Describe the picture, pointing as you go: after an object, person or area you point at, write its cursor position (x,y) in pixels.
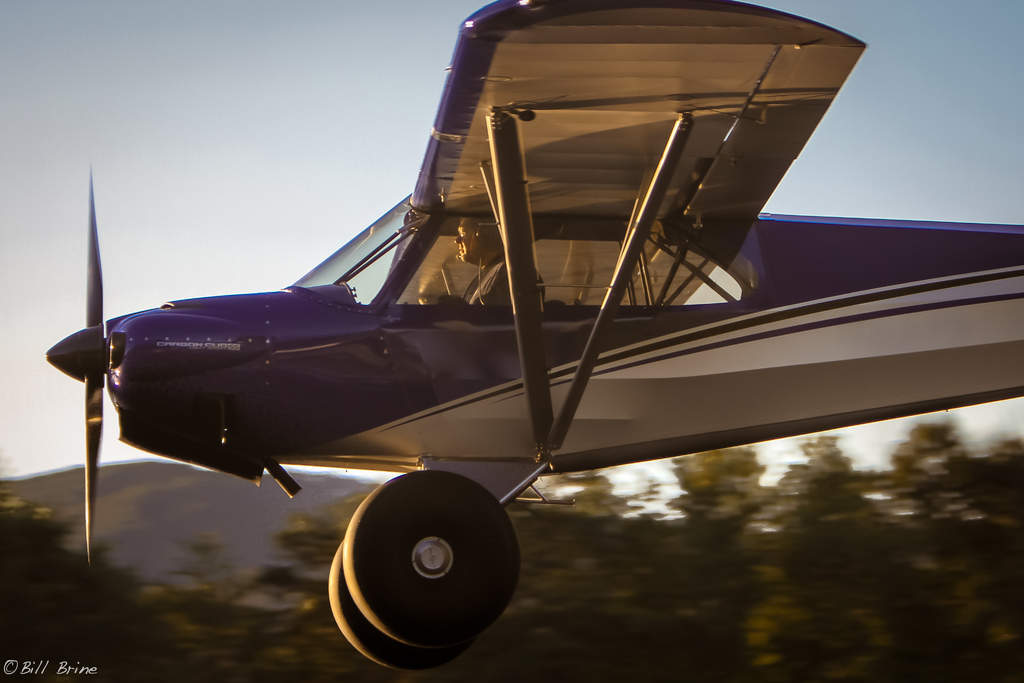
In the image we can see there is a person (483,240) sitting in an aeroplane (487,396) and there are lot of trees (675,576).
